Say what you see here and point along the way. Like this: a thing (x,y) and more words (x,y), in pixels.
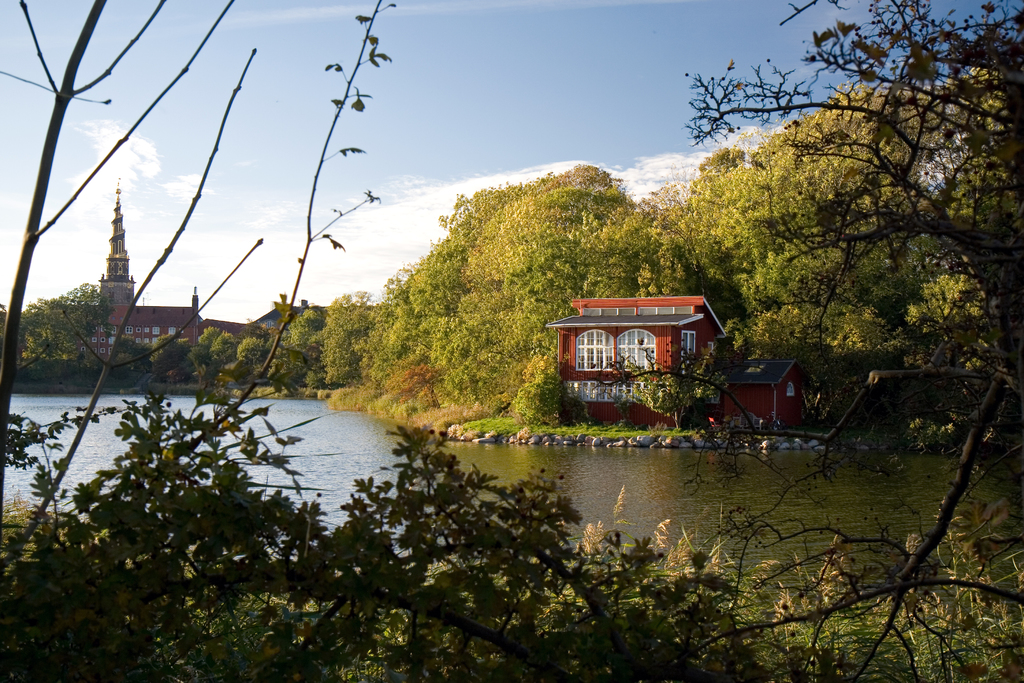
In this image we can see the buildings (577,334) and also many trees (903,106). We can also see the water (641,473), stones (718,440) and also the sky (378,189) with some clouds (662,172).
